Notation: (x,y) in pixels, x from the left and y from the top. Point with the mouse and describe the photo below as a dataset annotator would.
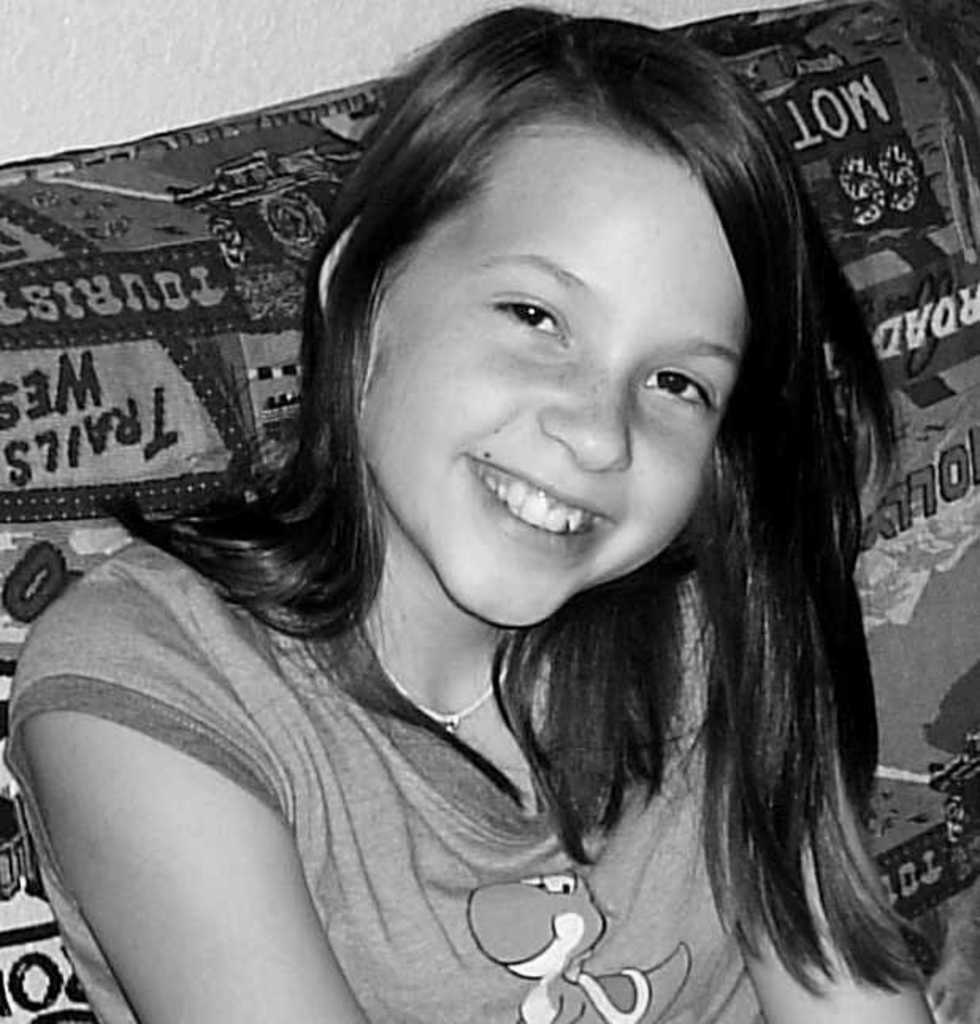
This is a black and white image. It looks like a couch (276,424) and a girl (351,625) is sitting on it. At the top of the image (326,54), it looks like a wall (126,60).
